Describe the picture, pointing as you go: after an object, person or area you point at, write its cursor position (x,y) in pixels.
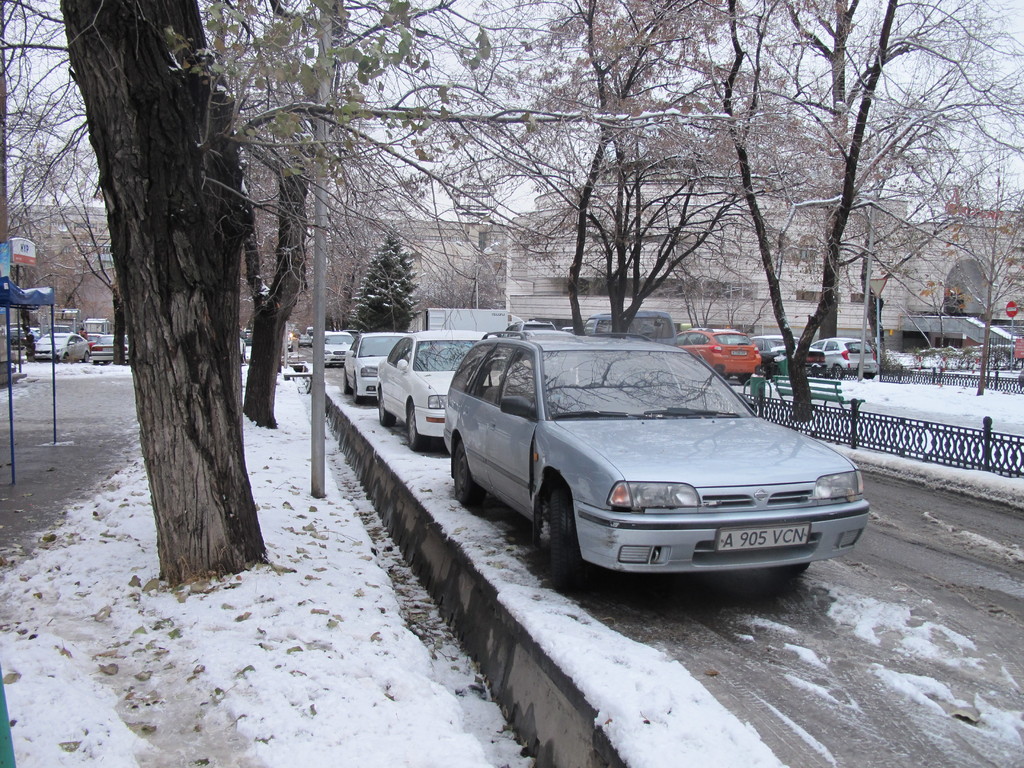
To the left side of the image (284,158) there is a snow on the floor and also a tree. And to the left corner of the image (33,299) there is a tent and vehicles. And to the right of the image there are few cars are on the road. Beside the cars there is a fencing (962,448). Behind the fencing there are trees (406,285), benches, vehicles (820,361) and sign boards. And in the background (812,312) there are buildings (945,331) and trees (987,351).
